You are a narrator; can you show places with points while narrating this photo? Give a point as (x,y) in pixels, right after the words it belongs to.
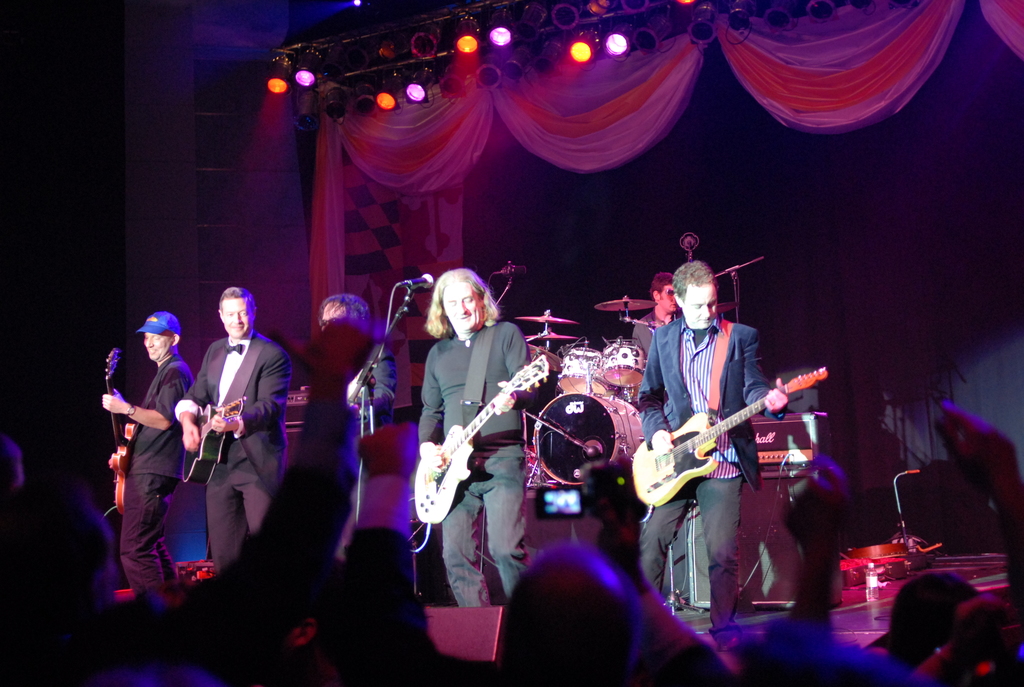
In this image, there are some people (720,460) standing and holding some music instruments (676,476) and there are some microphones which are in black color and in the background (402,156) there is a curtain (906,57) in white color and there are some lights (455,72) which are in yellow color.
